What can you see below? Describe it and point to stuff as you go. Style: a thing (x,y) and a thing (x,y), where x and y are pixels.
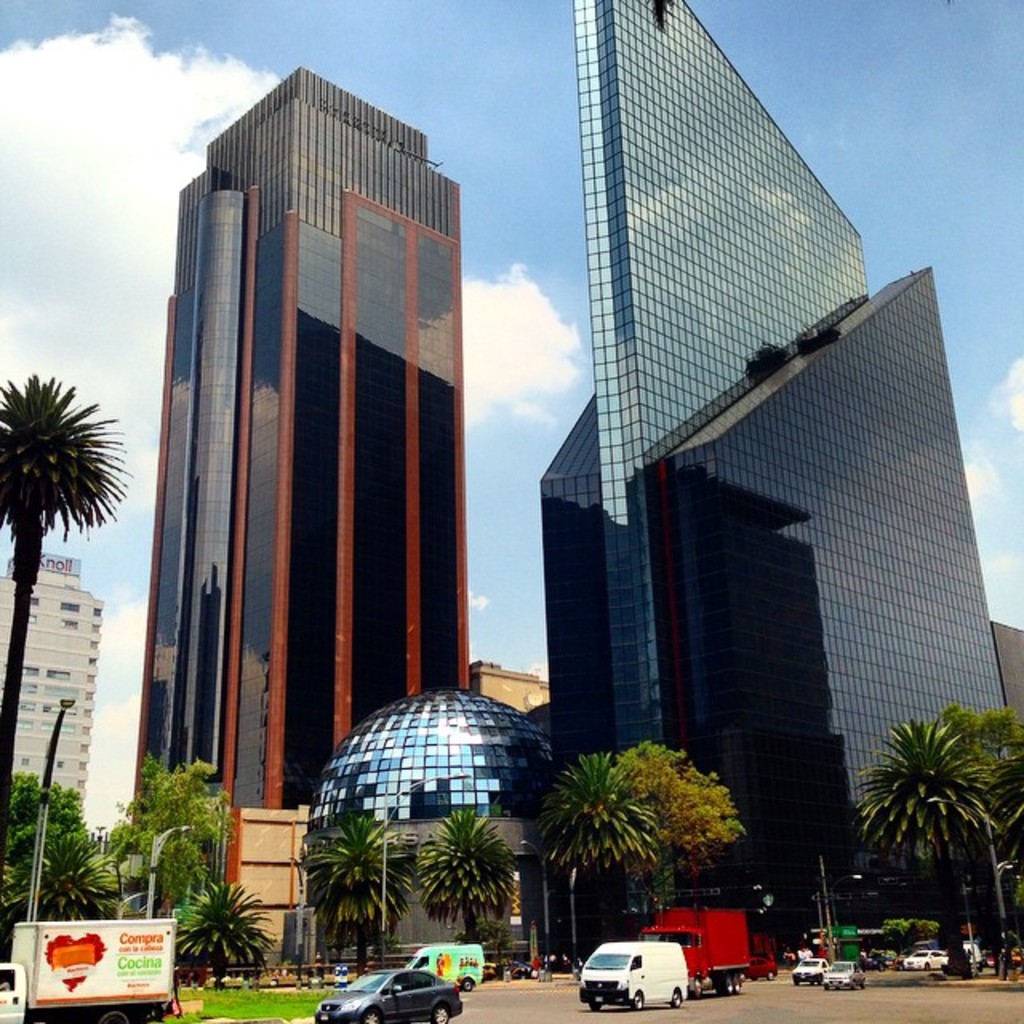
In this picture I can observe some buildings (365,507) in the middle of the picture (389,553). In front of the buildings (235,612) there are some vehicles (710,979) moving on the road (530,1022). In the background (534,360) I can observe some clouds (504,321) in the sky (490,355).
